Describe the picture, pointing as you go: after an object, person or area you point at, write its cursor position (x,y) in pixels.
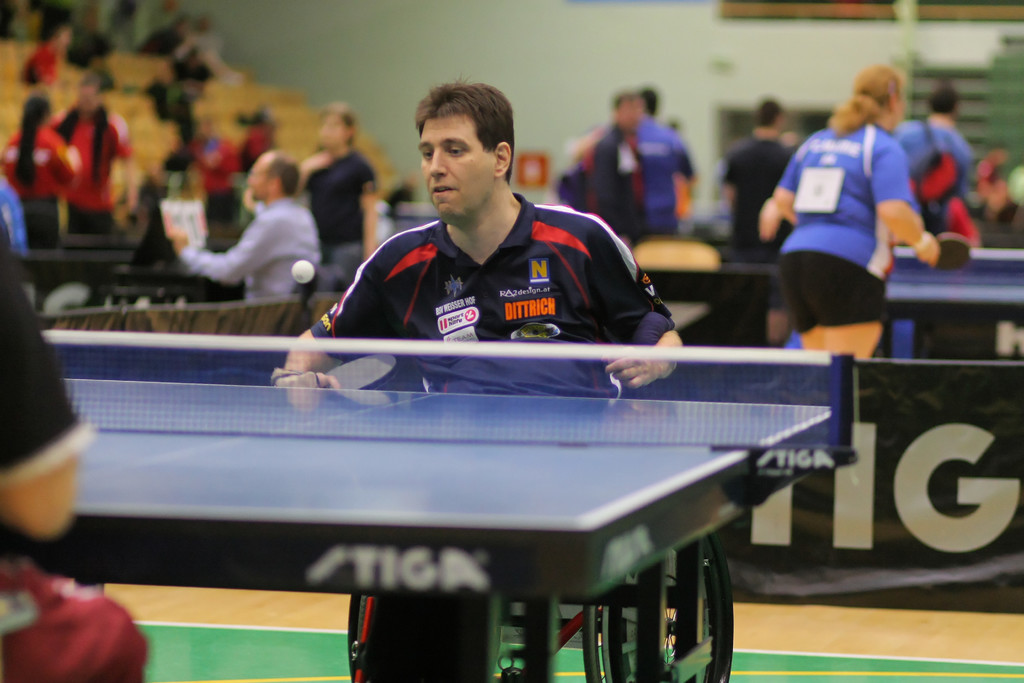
Here a man (606,291) is sitting on the chair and playing the table tennis. He wear a t-shirt (569,306) behind him there is a woman (882,113) who is playing the table tennis and in the left (335,177) there are few people (177,111) they are standing at here.
